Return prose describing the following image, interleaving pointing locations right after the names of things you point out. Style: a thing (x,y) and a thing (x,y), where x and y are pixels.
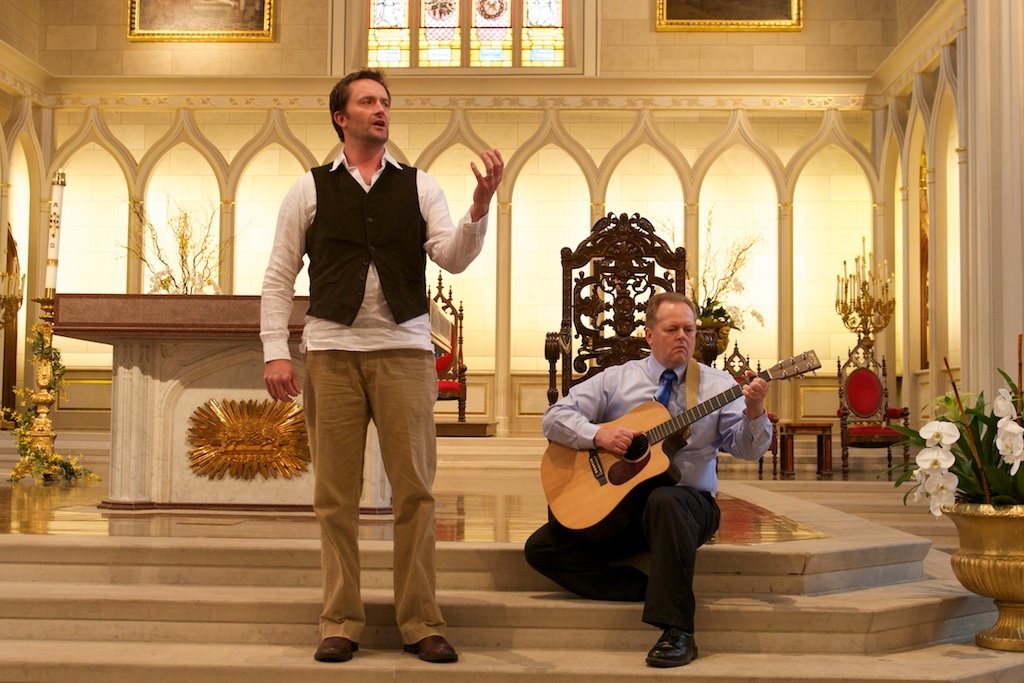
Here is a person (358,237) who is wearing white shirt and black color coat (360,221), he is talking something, beside this person (360,253) there is another person (639,382) who is wearing blue color shirt (621,382) and holding guitar (635,461) in his hands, he is sitting on the steps (809,586), there is a plant (957,478) beside this person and also few chairs (882,408) behind, in the background (546,75) there is a cream color wall (231,52) and two portraits (657,21) and a window (454,52).
